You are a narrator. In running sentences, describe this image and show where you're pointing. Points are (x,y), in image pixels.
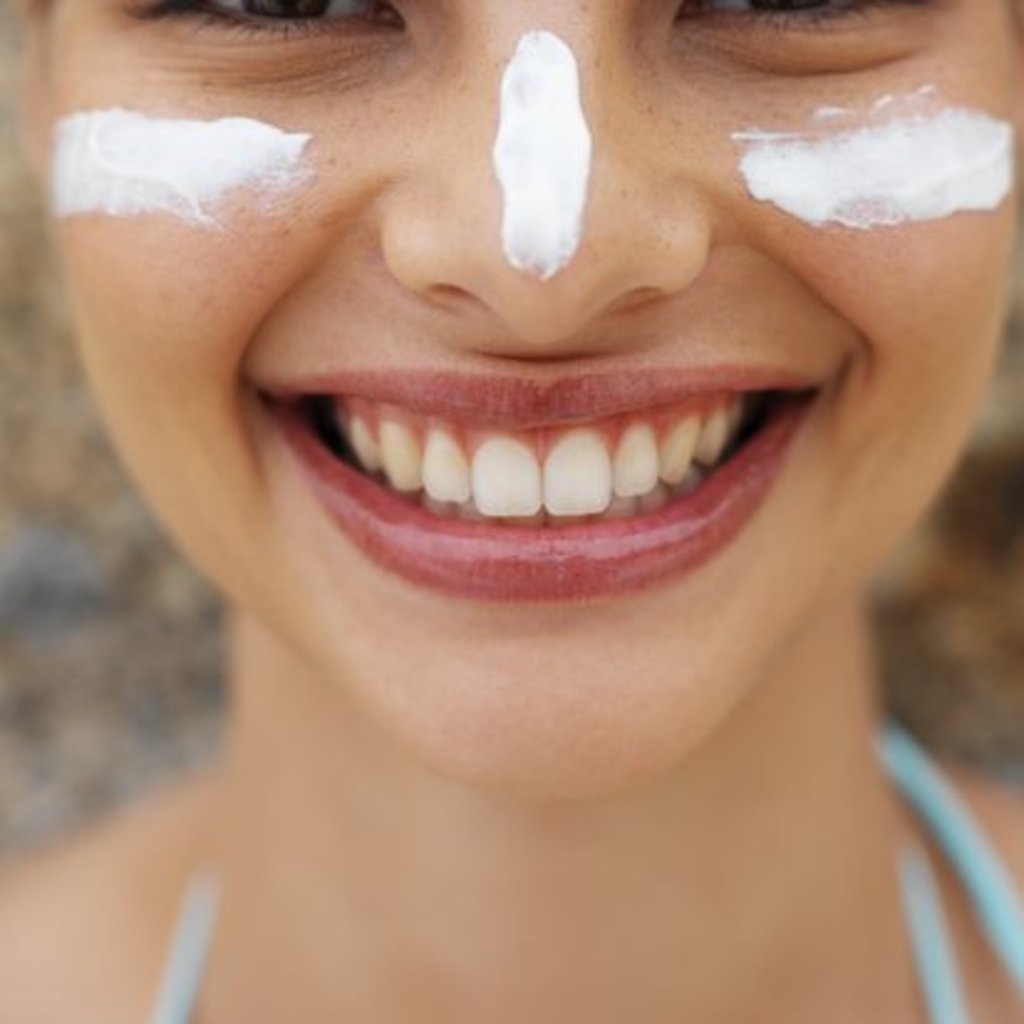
In this image we can see a woman's face (515,416), there is cream (217,139) on the face (430,160), the background of the image (95,596) is blurred.
